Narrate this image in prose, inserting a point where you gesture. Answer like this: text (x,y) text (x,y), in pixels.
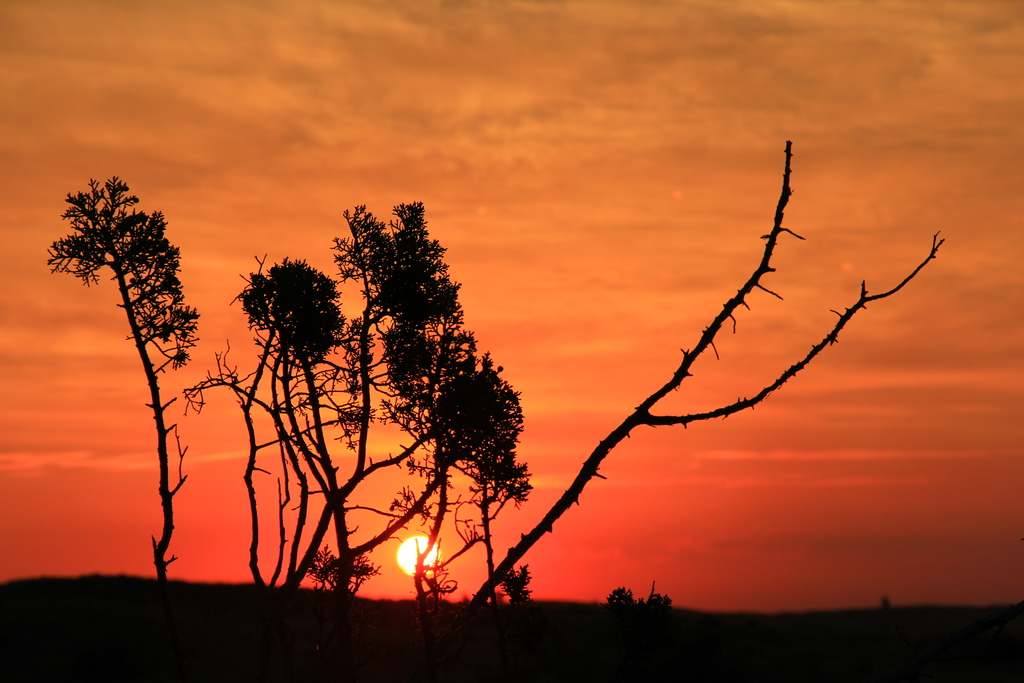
Sky (368,109) is cloudy. Here we can see trees (435,533). Far there is a sun (435,549).
